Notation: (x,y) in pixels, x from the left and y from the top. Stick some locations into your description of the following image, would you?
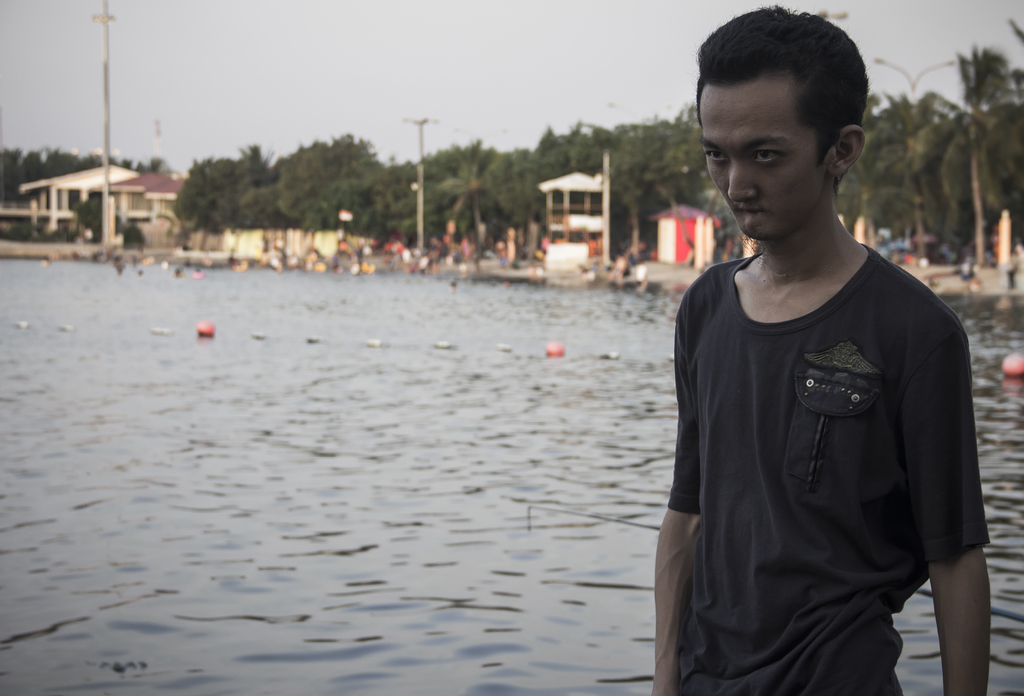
In this image I can see a person (754,414) wearing a black color t-shirt (722,438) visible in the foreground (907,481) and I can see the lake (166,481) and I can see houses (164,210), poles (107,217) and trees (385,208), at the top (480,60) I can see the sky (589,47) and I can see some objects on the lake (258,314).
